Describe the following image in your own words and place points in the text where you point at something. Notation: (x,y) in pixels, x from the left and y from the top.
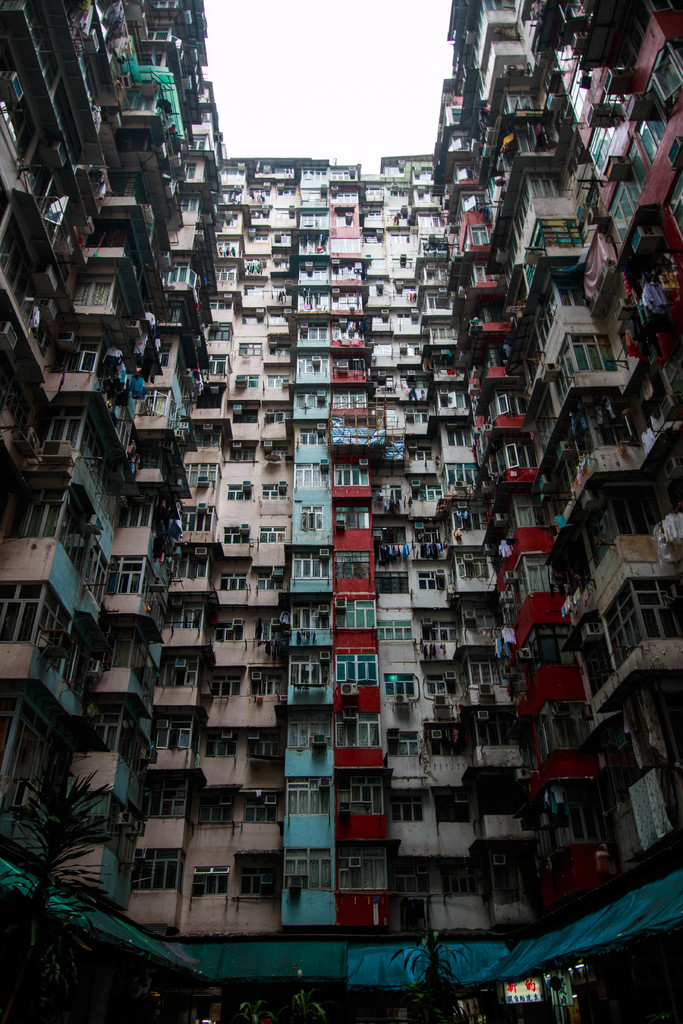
This image consists of building (544,108) with windows (226,873) in the foreground (675,577). It looks like a shed (119,938) and there are potted plants (48,799) at the bottom (51,968).
